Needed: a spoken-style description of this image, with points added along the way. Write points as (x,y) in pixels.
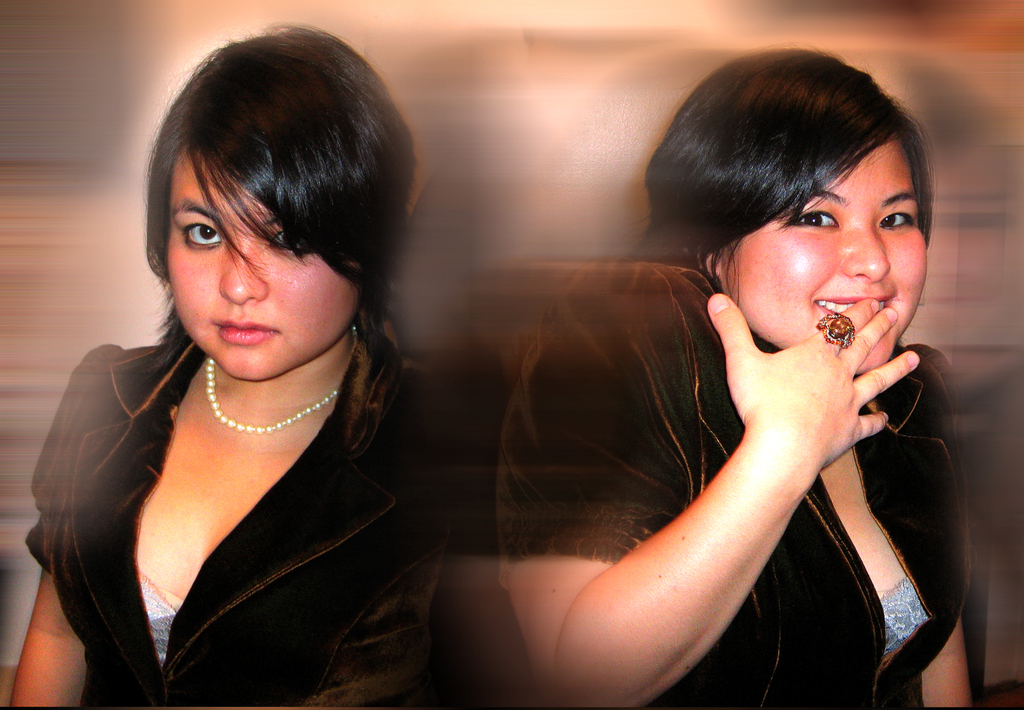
In this image there are two women (649,485), in the background (943,72) it is blurred.
